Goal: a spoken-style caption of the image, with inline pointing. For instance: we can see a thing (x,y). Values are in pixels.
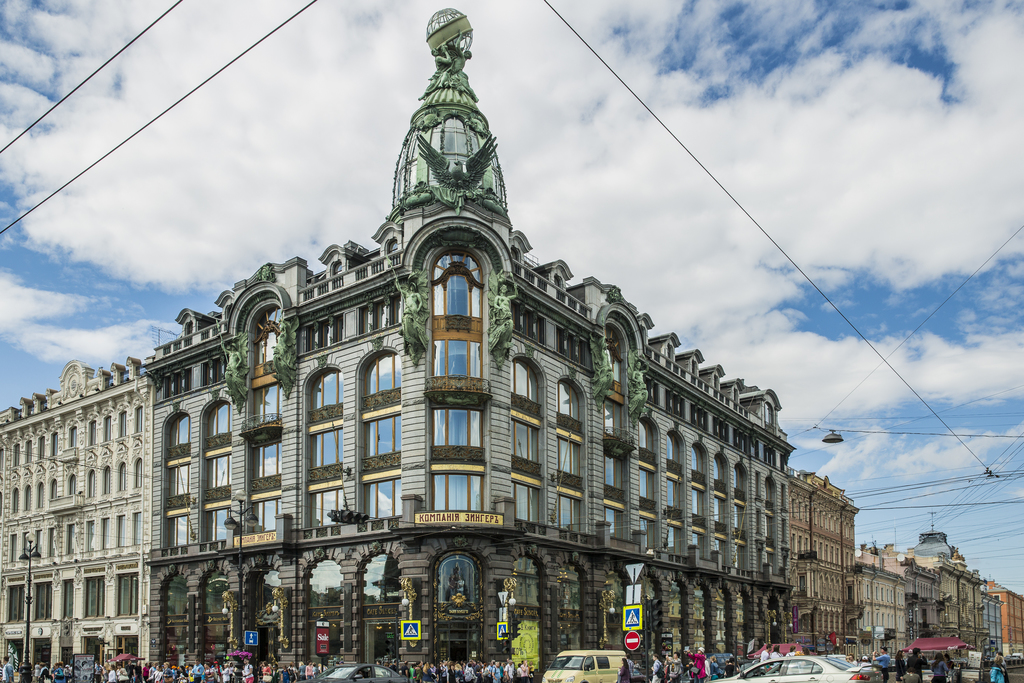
In the image there is a beautiful architecture (470,430) in the foreground (577,450) and beside that there are other buildings (803,571), in front of the architecture (265,597) there is a huge crowd (186,682), vehicles (328,671), caution boards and many other things (836,644).
